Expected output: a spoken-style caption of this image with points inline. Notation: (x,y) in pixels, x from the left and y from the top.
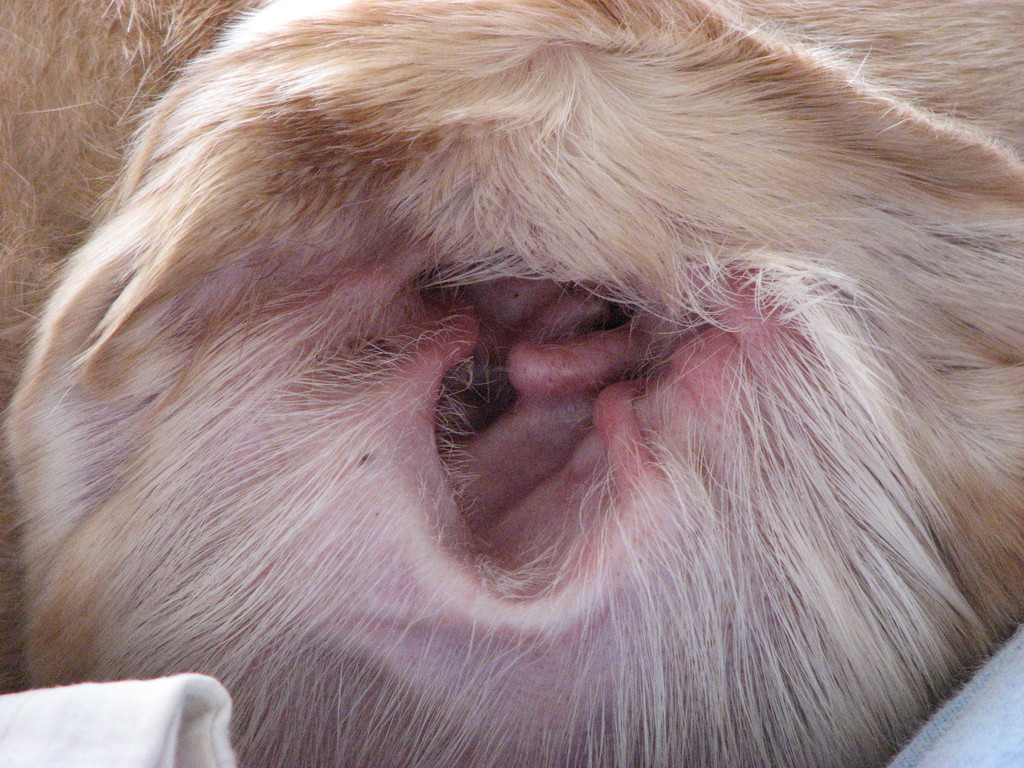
In this image we can see a ear (330,295) of a animal (359,419).
